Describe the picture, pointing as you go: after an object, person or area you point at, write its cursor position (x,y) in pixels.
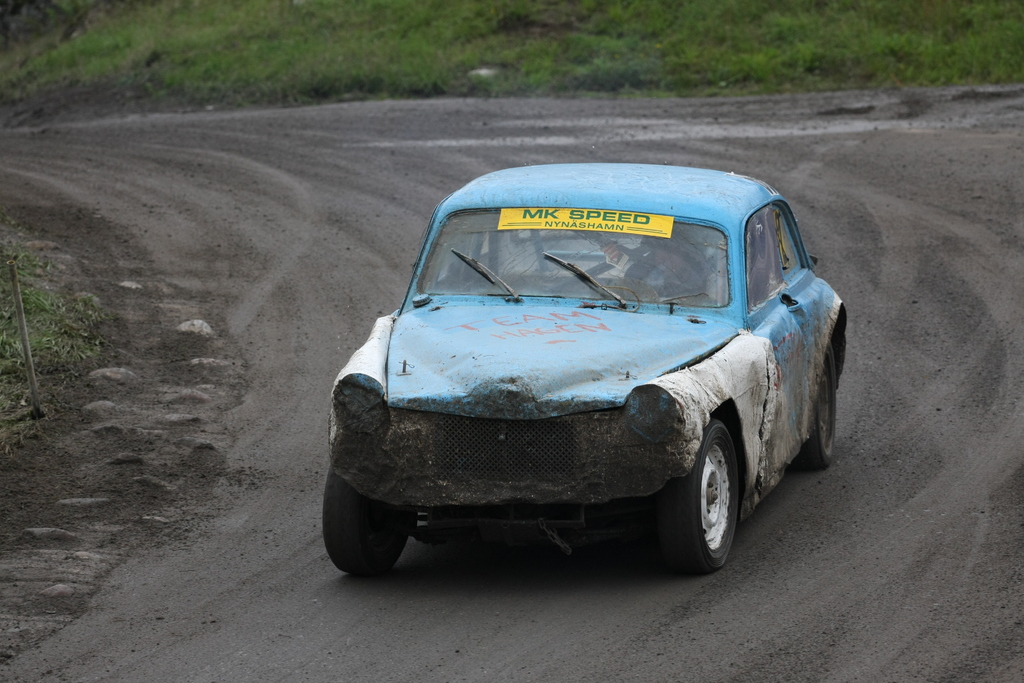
In this picture, we see the blue car (513,304) is moving on the road (497,610). We see a poster (532,221) or a paper (552,221) in yellow color with some text (568,214) written is pasted on the car (549,217). On the left side (40,285), we see a pole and the grass (71,335). At the bottom (441,620), we see the road (793,628). In the background (495,90), we see the grass (509,69).
